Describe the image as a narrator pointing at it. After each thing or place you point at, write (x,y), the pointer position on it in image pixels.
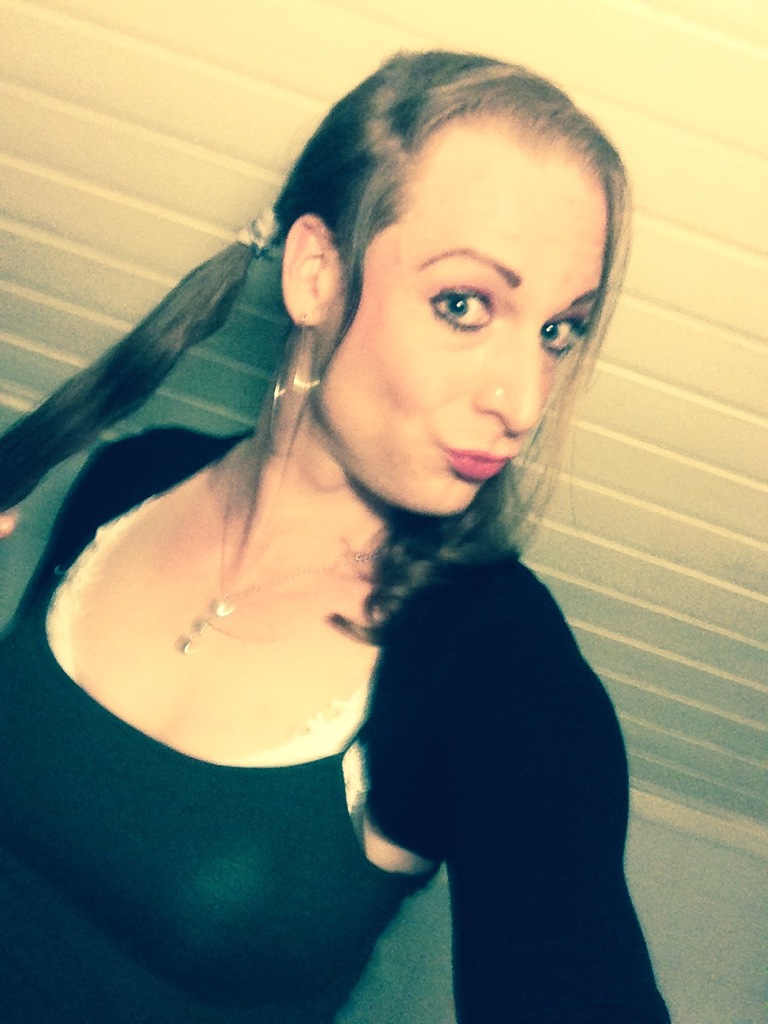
In this picture there is a woman (534,608) with black dress (606,896). At the back (640,786) there is a wall (290,43).
